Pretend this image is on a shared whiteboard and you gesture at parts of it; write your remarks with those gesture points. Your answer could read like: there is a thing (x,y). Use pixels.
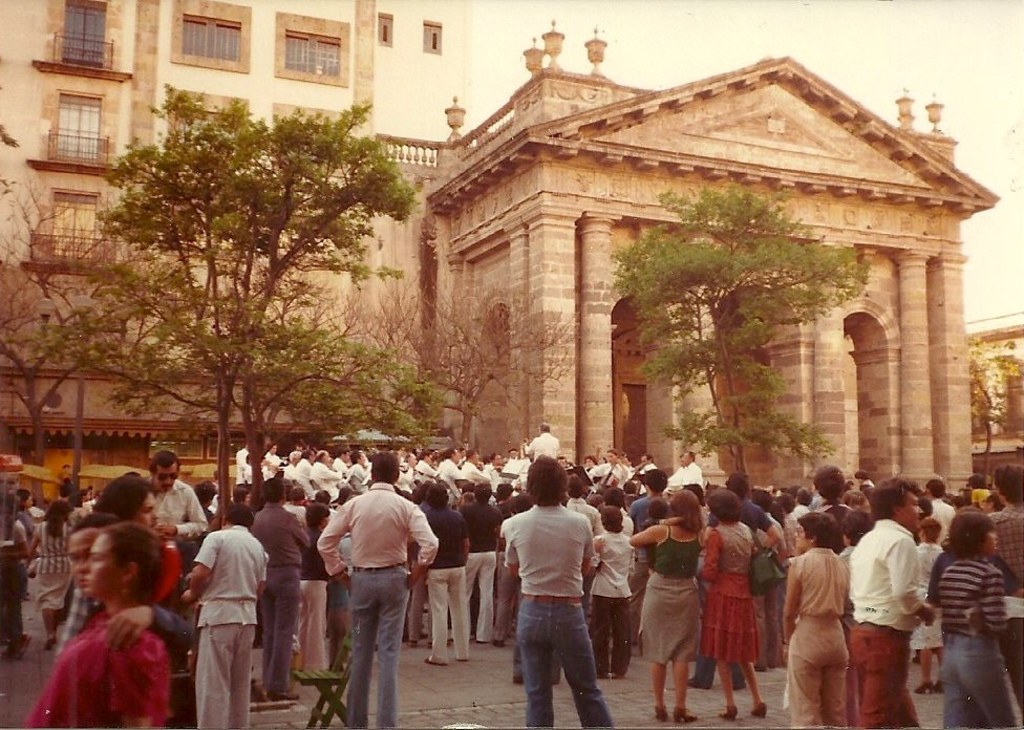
In the foreground of this image (347,567), there are people (418,569) standing and walking on the pavement (453,705). We can also see a chair (336,675), few trees (310,394), buildings (626,232) and the sky (847,60).
